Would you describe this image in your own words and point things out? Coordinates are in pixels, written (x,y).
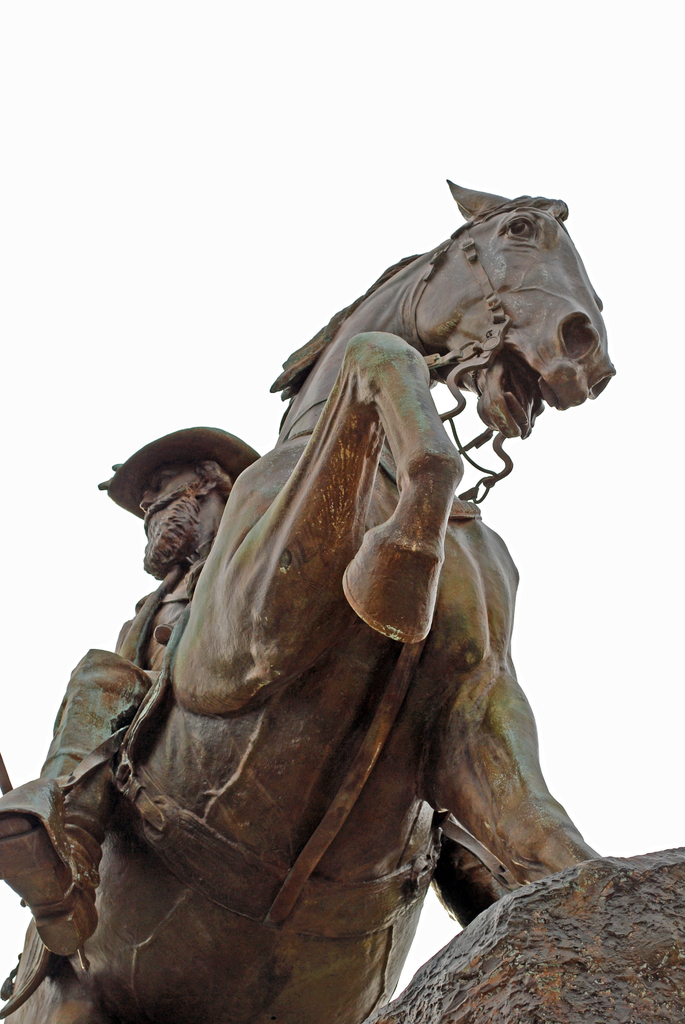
In the center of the image (281,614) we can see a sculpture (309,538). In the background (209,309) there is sky (323,74).
